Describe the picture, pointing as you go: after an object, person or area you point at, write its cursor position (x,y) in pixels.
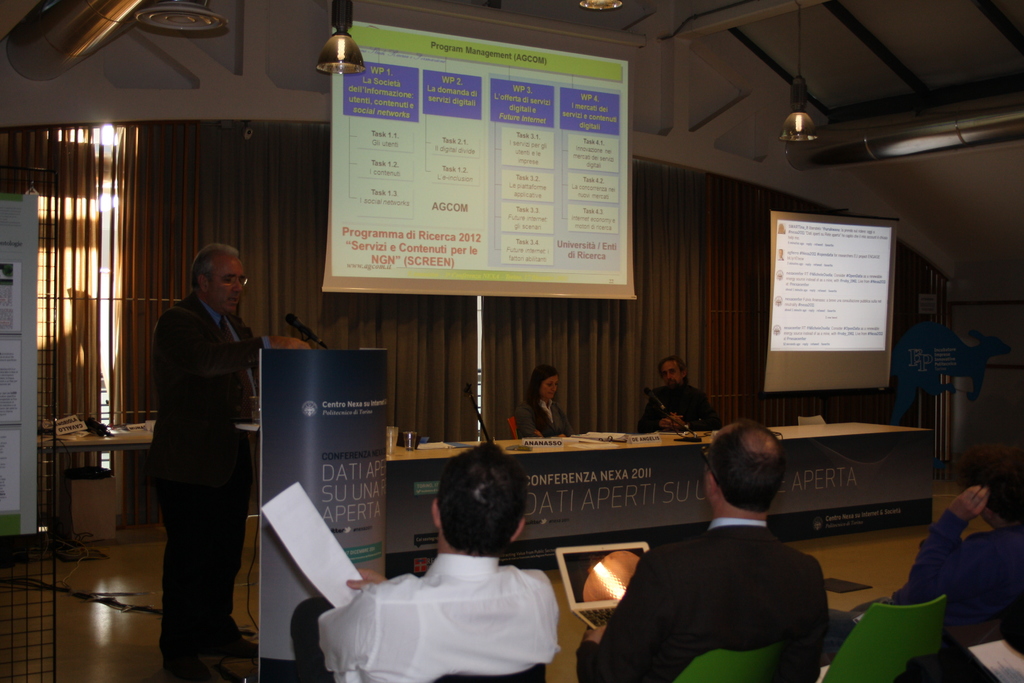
Here people (798,614) are sitting on the chair (712,664), here a person (232,515) is standing, here there are screens (532,220), this is light (793,140).
